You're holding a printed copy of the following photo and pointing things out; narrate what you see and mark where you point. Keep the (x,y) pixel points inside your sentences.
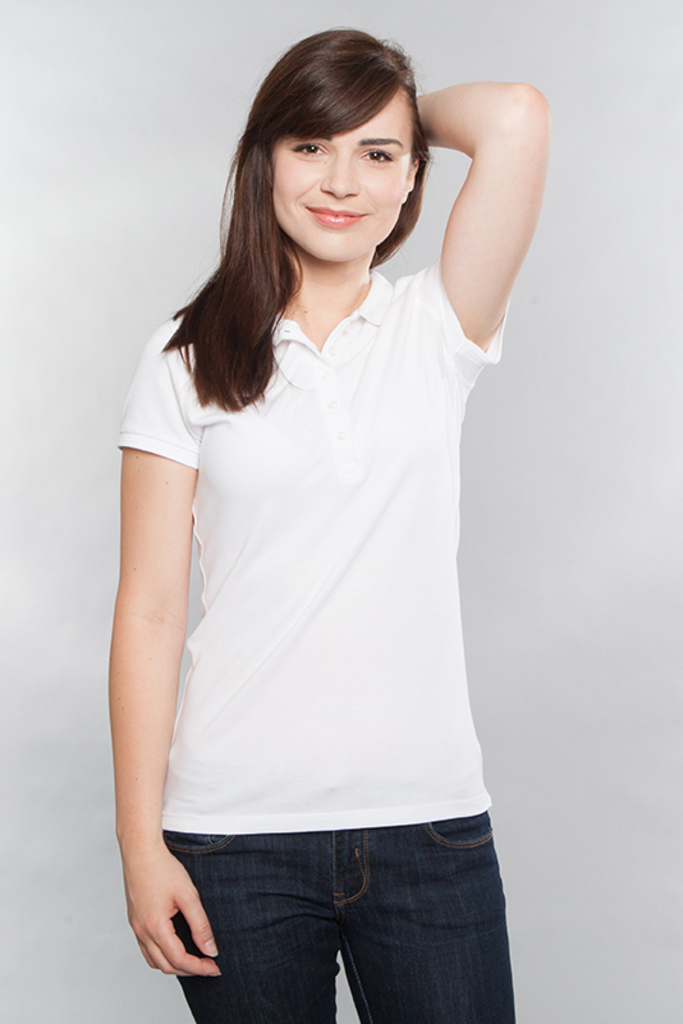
In this picture I can see a woman (373,521) standing and I can see a plain background (29,183).
